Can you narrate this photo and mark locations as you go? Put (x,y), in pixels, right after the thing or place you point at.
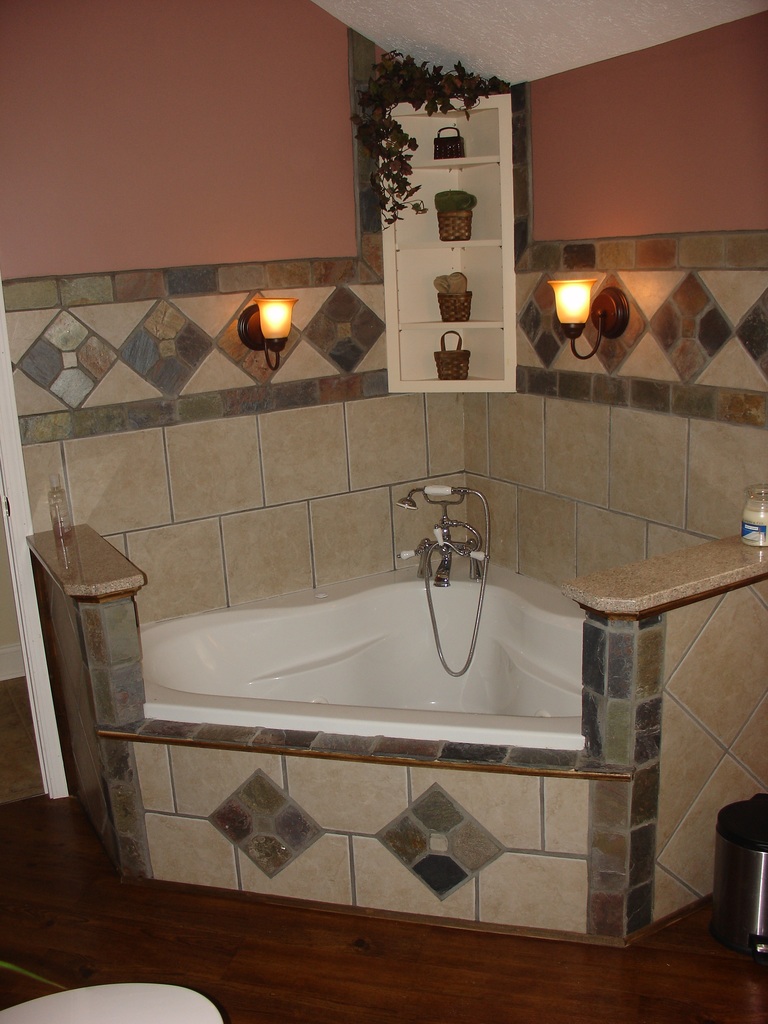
In this image I can see water tap (475,555), bathtub (345,626), few lights (609,311), few baskets (469,235), a plant (376,133), a water bottle (56,489) and here I can see a dustbin (719,883). I can also see a jar (749,537) over here.
